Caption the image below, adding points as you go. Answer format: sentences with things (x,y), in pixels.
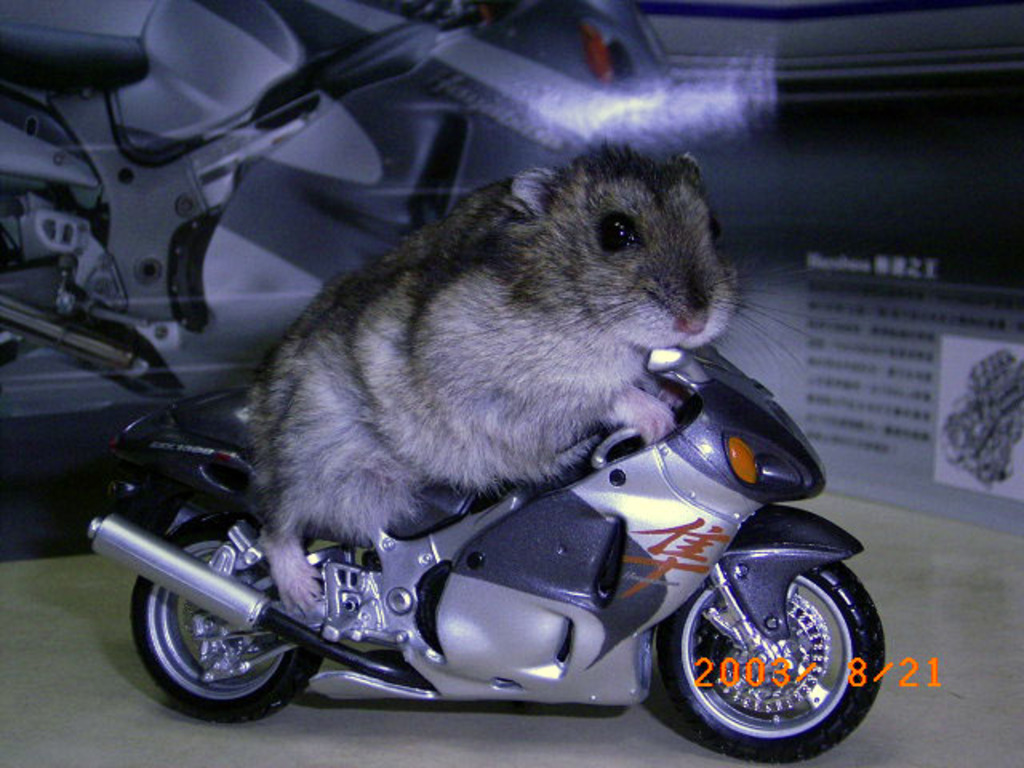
In this picture there is a hamster (588,312) sitting on the motorbike toy (576,570). At the below right corner of the image (758,671) there is date (799,669). Behind the hamster (450,363) there is a poster (415,128) of bike (195,101) and text (872,333) on it.
